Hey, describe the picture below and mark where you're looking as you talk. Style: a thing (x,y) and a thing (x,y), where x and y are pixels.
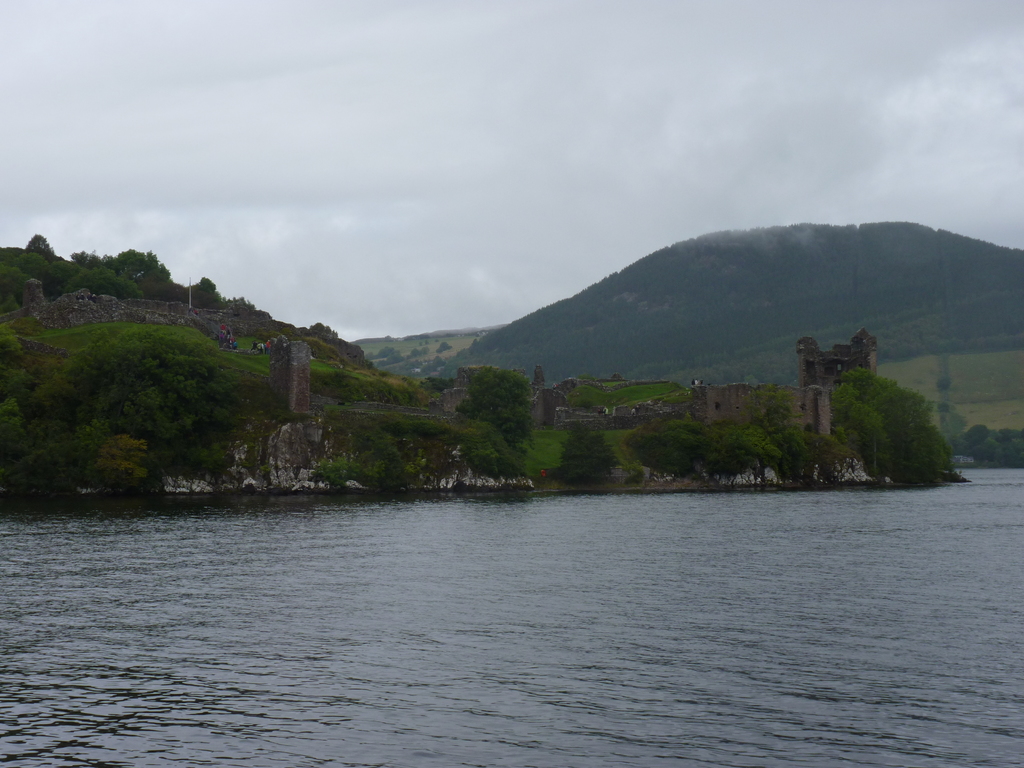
In the foreground of the picture (490,507) there is a water body (343,507). In the center of the picture (536,336) there are hills (551,327), grasslands (413,384) and trees (55,408). Sky (426,198) is cloudy.
